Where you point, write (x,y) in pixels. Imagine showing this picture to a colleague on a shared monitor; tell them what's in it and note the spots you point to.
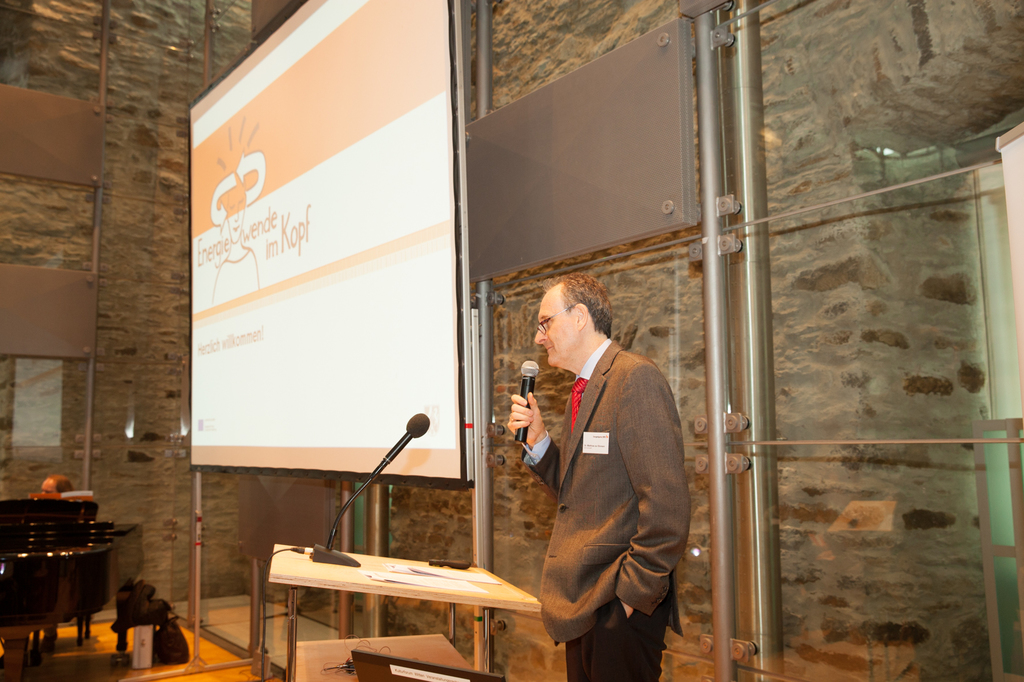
This person (638,368) standing and holding microphone (523,382). In front of this person (561,529) we can see table (371,570) on the table (332,569) we can see papers (428,574), microphone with stand (315,555). On the background (345,162) we can see wall (538,22), screen (379,306). A far there is a person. This is floor (159,671).
